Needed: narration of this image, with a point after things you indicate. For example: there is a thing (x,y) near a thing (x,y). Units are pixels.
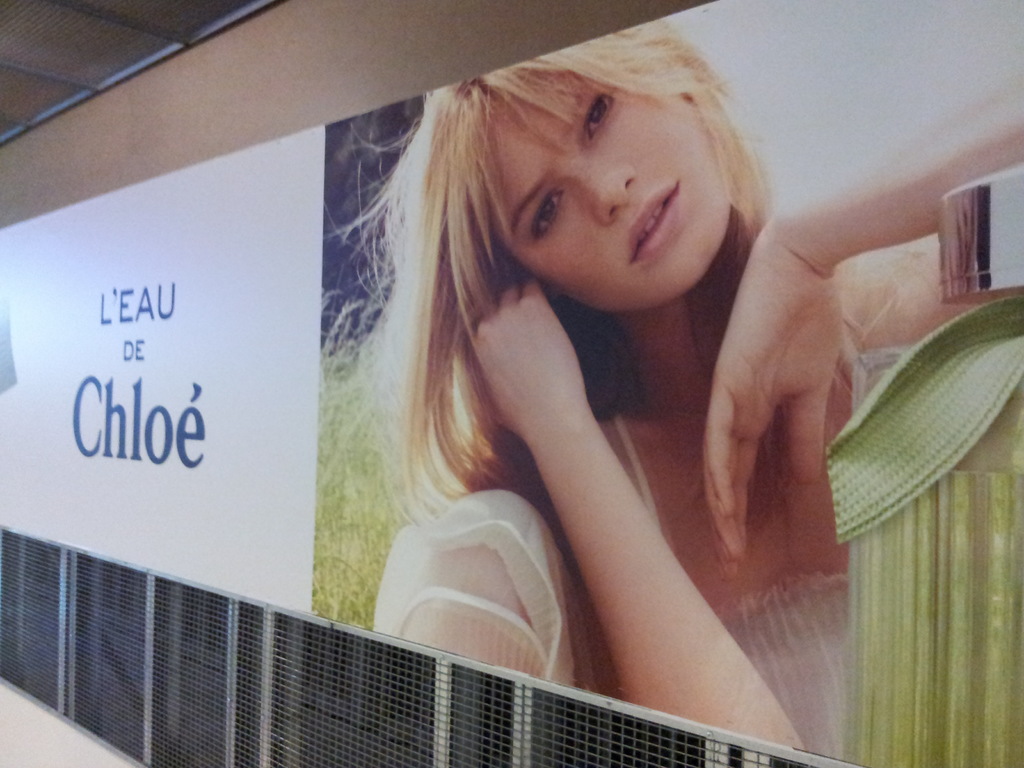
In the center of the image (343,377) we can see a board (373,462) placed on the wall (245,135). At the bottom (108,726) there is a mesh (338,670).
